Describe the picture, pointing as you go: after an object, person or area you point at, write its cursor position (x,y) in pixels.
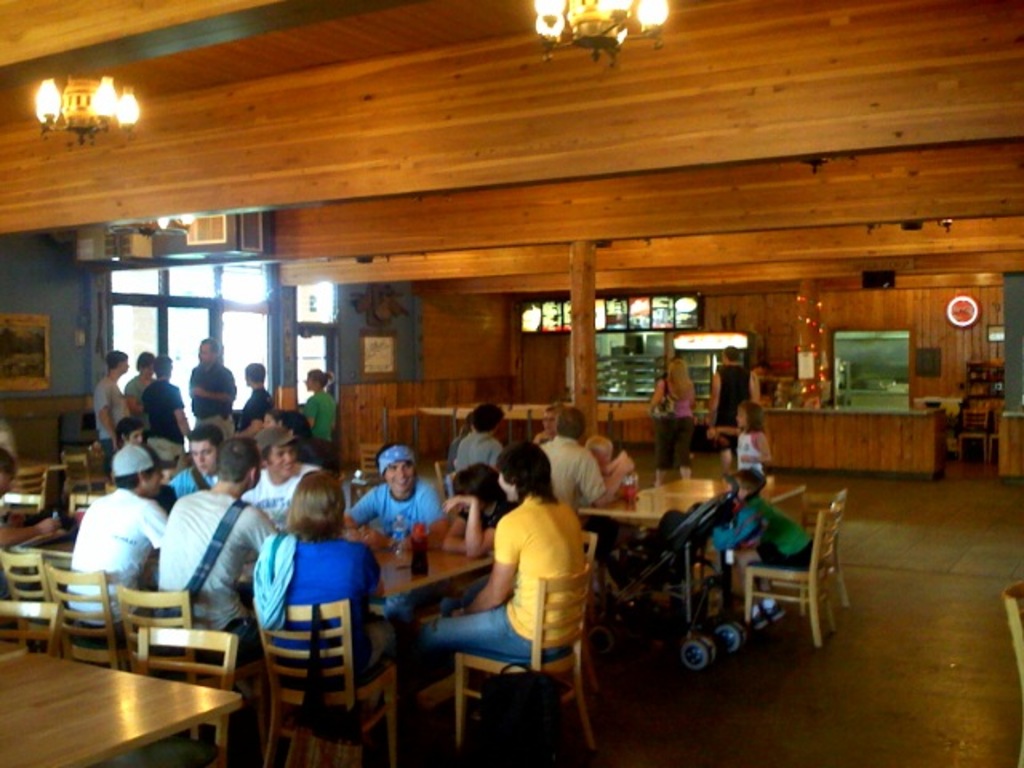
This is the food place (575,635) where there are few people (415,517) sitting around the table (49,537) and talking. There are few chairs (32,617) over here. There is a baby wheelchair (659,564) here. This is the ceiling (493,120) where chandeliers (69,98) are placed. These are the glass windows (243,312).
